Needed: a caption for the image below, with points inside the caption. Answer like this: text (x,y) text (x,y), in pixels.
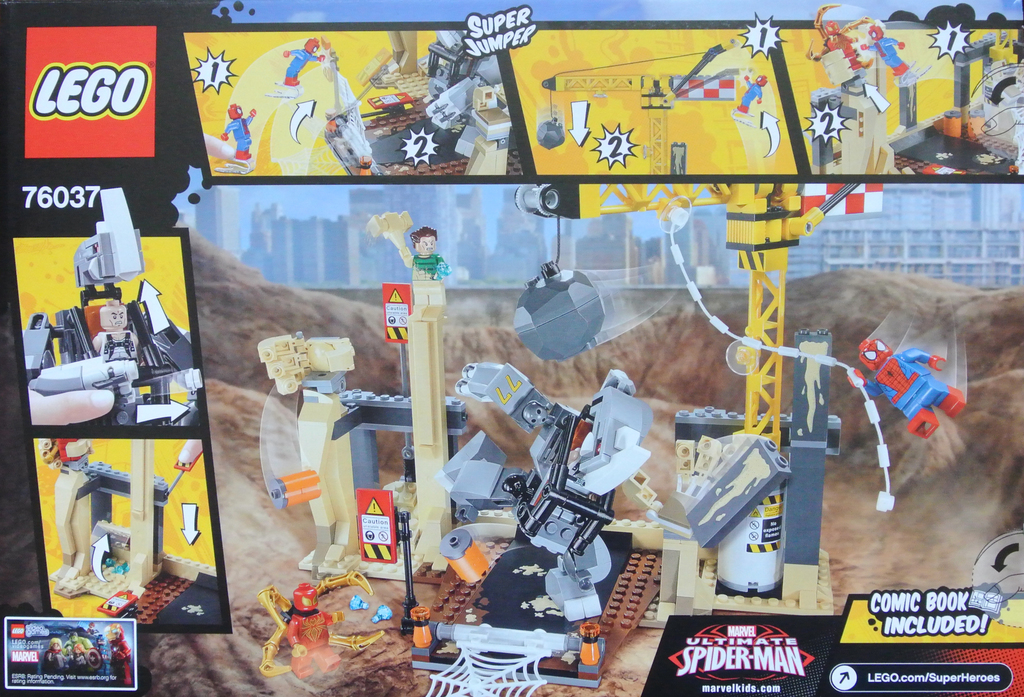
In this picture I can see buildings (913,227), the sky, toys (489,529), logos (797,657) and some other pictures (129,684). I can also see something written on it.
